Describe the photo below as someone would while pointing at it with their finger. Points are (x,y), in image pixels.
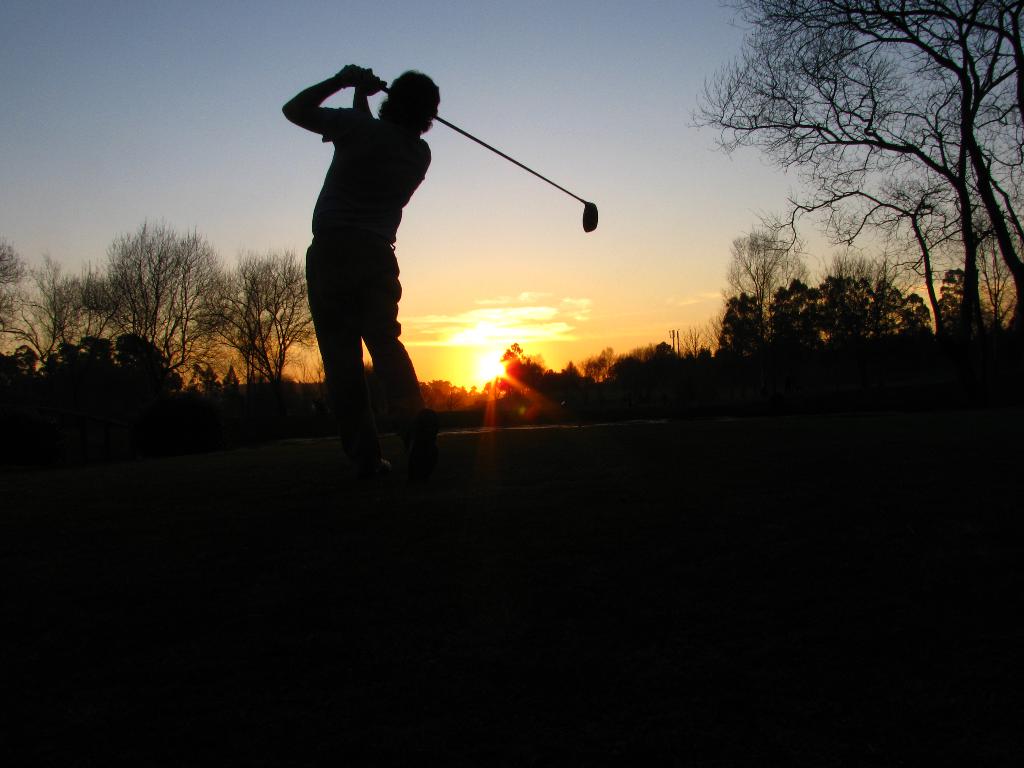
In this image there is a person (331,219) standing on the land (407,575). He is holding stick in his hand (349,71). Background (737,382) there are few trees (880,359). Top of the image (604,194) there is sky (529,328) having a sun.
